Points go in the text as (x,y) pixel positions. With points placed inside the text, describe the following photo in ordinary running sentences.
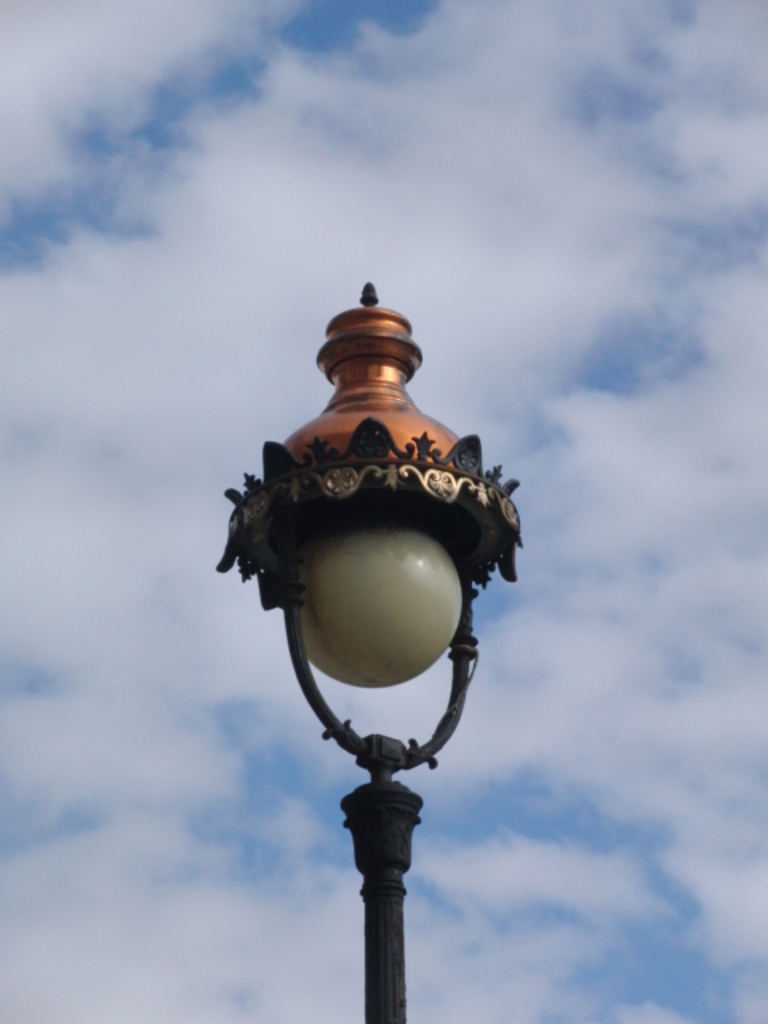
In this image we can see a pole (381,814) with a lamp (347,472). Behind the lamp (287,535) we can see the cloudy sky (161,698).
